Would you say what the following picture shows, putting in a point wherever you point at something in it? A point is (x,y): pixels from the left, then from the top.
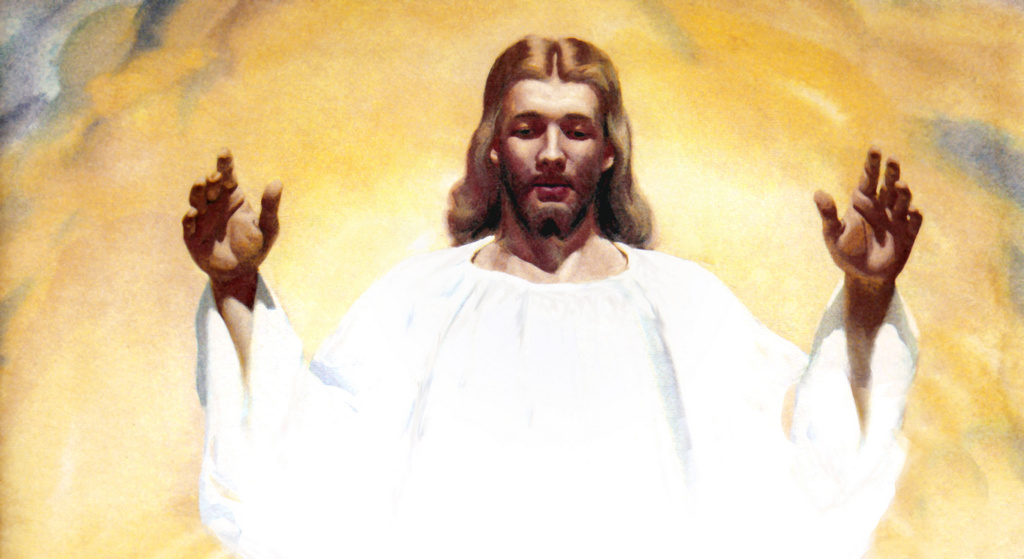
This is a painting. In the center of the image (455,273) we can see a person (404,428). In the background of the image (141,13) we can see yellow color.
